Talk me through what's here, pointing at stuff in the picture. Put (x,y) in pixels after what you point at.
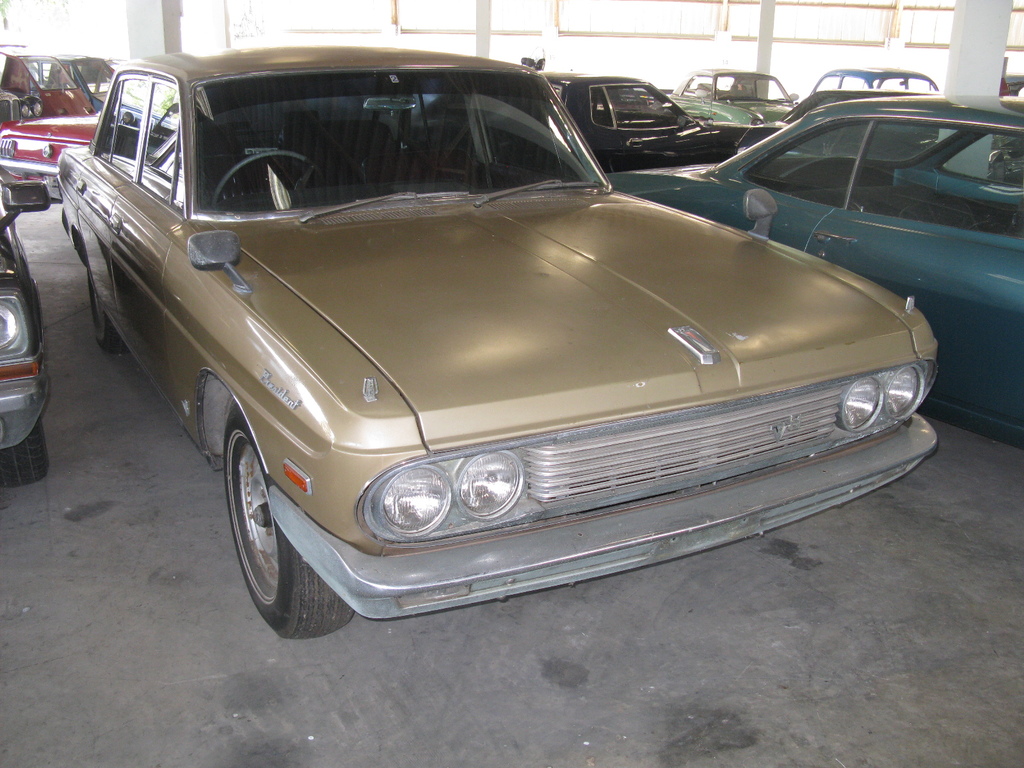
In the picture I can see gold color car (816,454) and a few more cars (1008,234) which are on the either side and in the background (24,91). Also, we can see light (69,24) and pillars (161,34).
